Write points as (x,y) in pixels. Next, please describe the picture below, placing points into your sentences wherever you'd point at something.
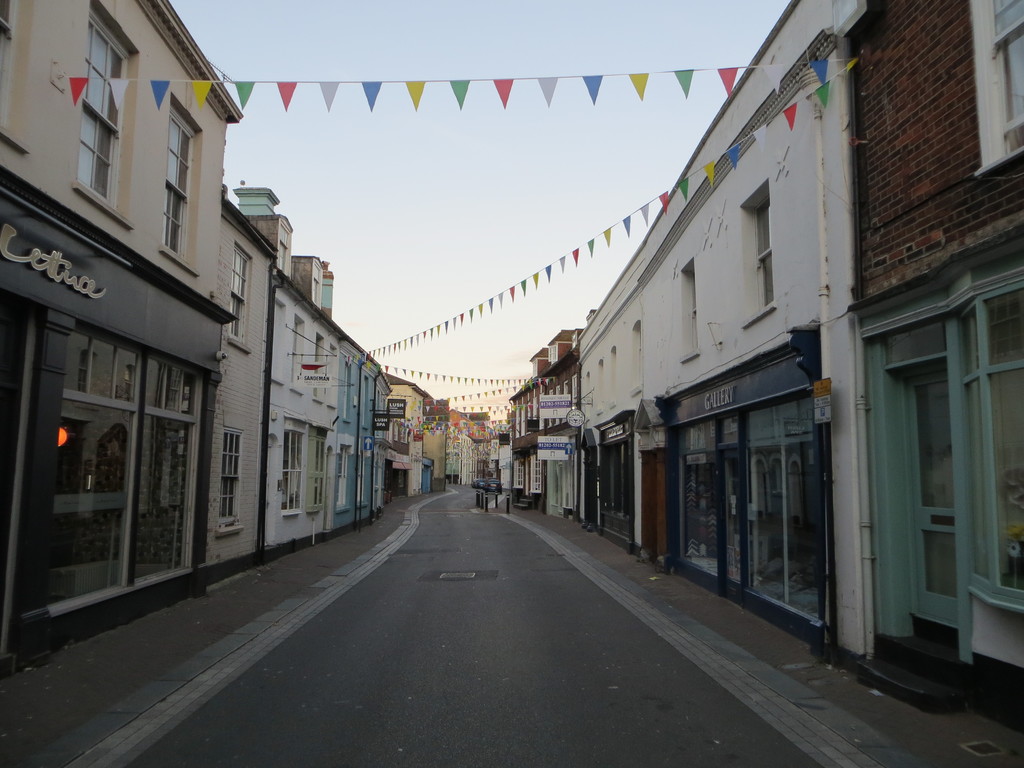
In this image we can see many buildings (620,433). Image also consists of flags (487,379). At the top (516,186) there is sky (526,193) and at the bottom (434,670) there is road (533,688).
